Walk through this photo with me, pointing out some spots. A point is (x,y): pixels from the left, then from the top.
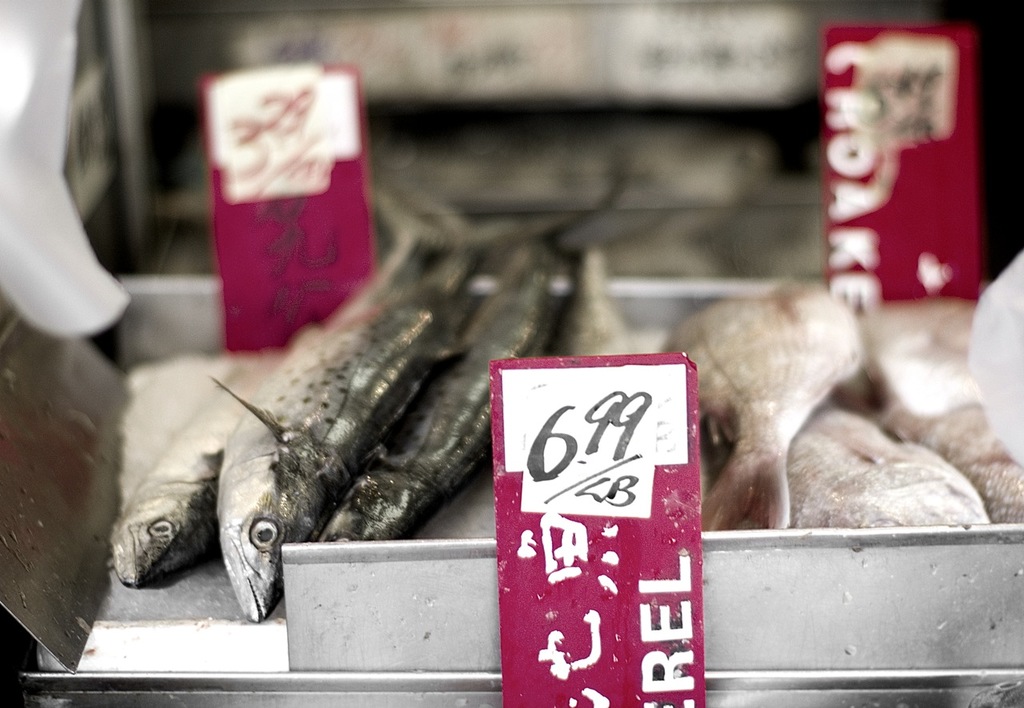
This picture seems to be clicked inside. In the center (366,355) we can see a tray (902,547) containing fishes (840,423) and some other food items (807,389) and we can see the small boards (315,215) on which we can see the text (588,481) and numbers (908,111). The background of the image (787,66) is blurry and we can see there are some objects (392,170) in the background (800,199).
